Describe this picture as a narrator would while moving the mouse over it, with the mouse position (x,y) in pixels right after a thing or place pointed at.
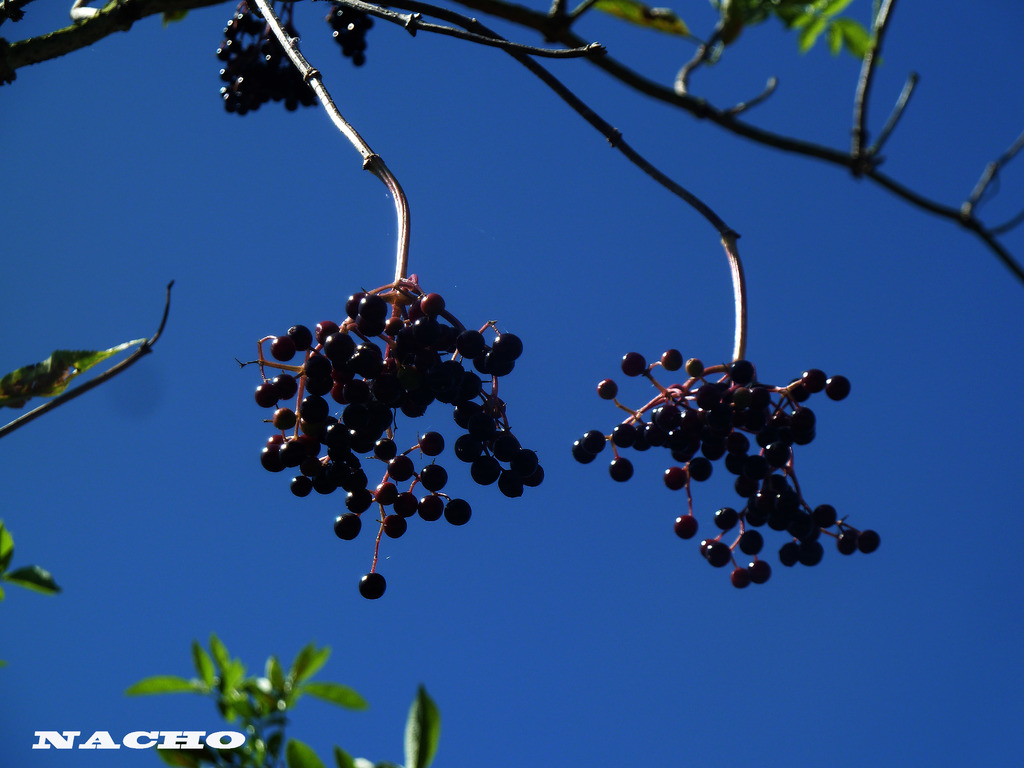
In this image there are elderberries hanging to the tree (122,5), and in the background (537,521) there is sky (537,521) and a watermark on the image.
